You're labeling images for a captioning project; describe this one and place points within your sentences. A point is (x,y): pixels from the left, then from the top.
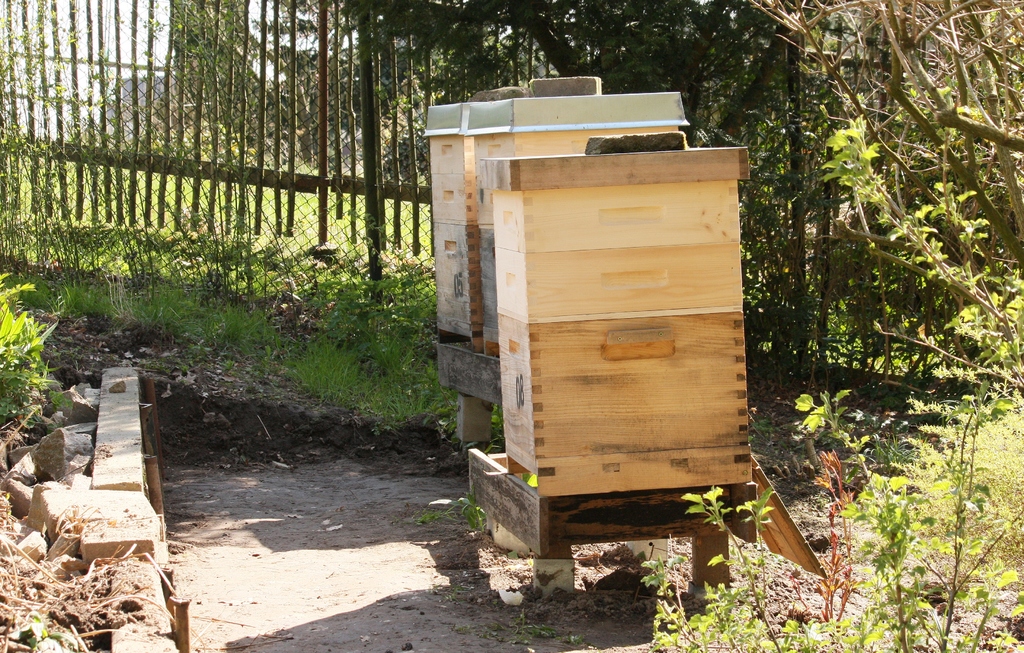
In this picture we can see three wooden boxes (492,267) on stand (486,413) and beside these boxes (716,319) we can see plants (765,583) and stones (72,406) on the ground (288,525) and in the background (415,46) we can see a fence (386,57), trees (680,37), sky (138,39).
